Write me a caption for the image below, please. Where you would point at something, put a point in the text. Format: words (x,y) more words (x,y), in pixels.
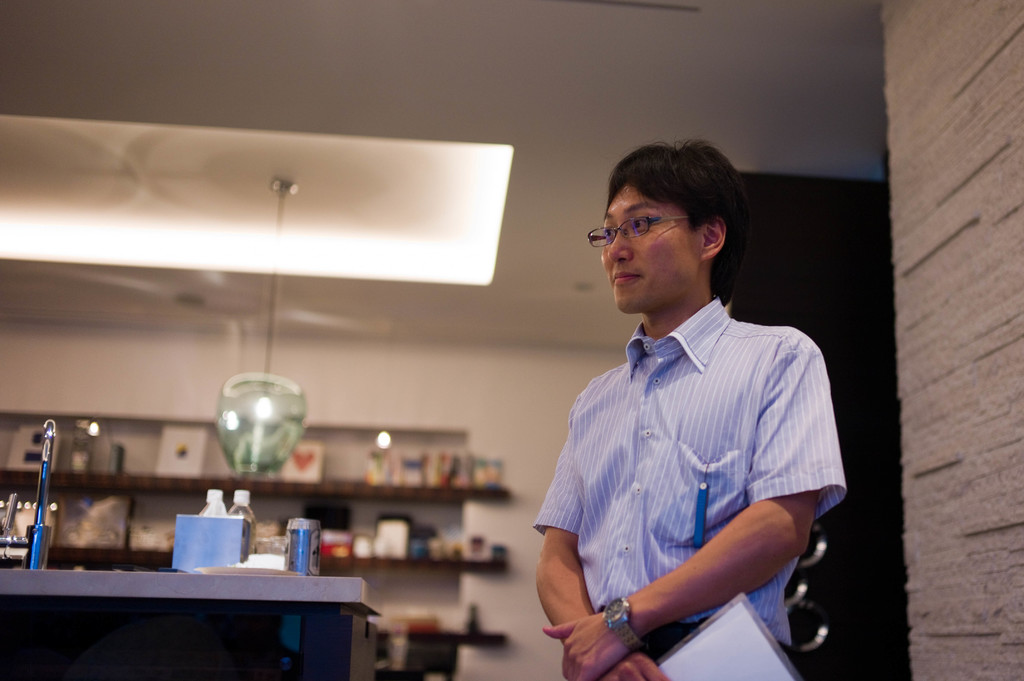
In this image there is a person (733,444) in a room (957,487) holding a paper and there is a blue color object (695,521) in his pocket (688,493), there are few objects (114,501) arranged on the shelves (301,459), there are bottles (248,509), a tin (295,546) and some other objects (211,533) on the desk (148,589), a light (278,413) hanging from the roof (282,250).
